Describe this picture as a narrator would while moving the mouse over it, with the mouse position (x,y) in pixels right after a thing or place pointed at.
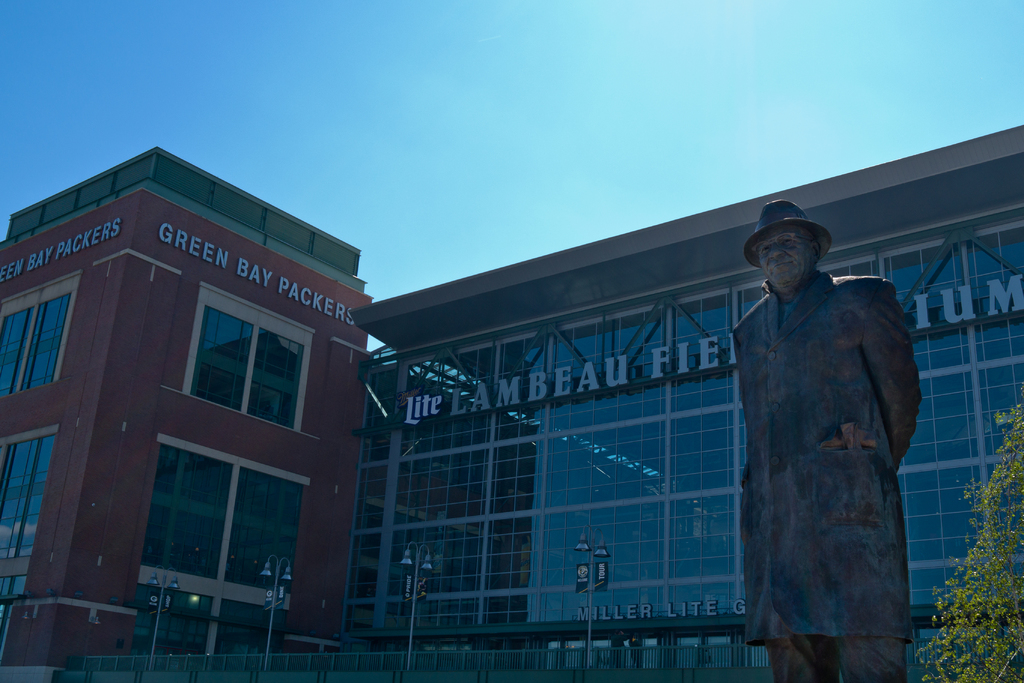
There are two huge buildings (319,480) and in front of the building (853,262) there is a big sculpture (794,484) of a man (794,507) and behind the sculpture (870,649) there is a fencing (563,657) around the building (70,649) and there are four pole lights (412,605) inside the fencing (257,654) and on the right side (970,567) there is a tree (975,551).
